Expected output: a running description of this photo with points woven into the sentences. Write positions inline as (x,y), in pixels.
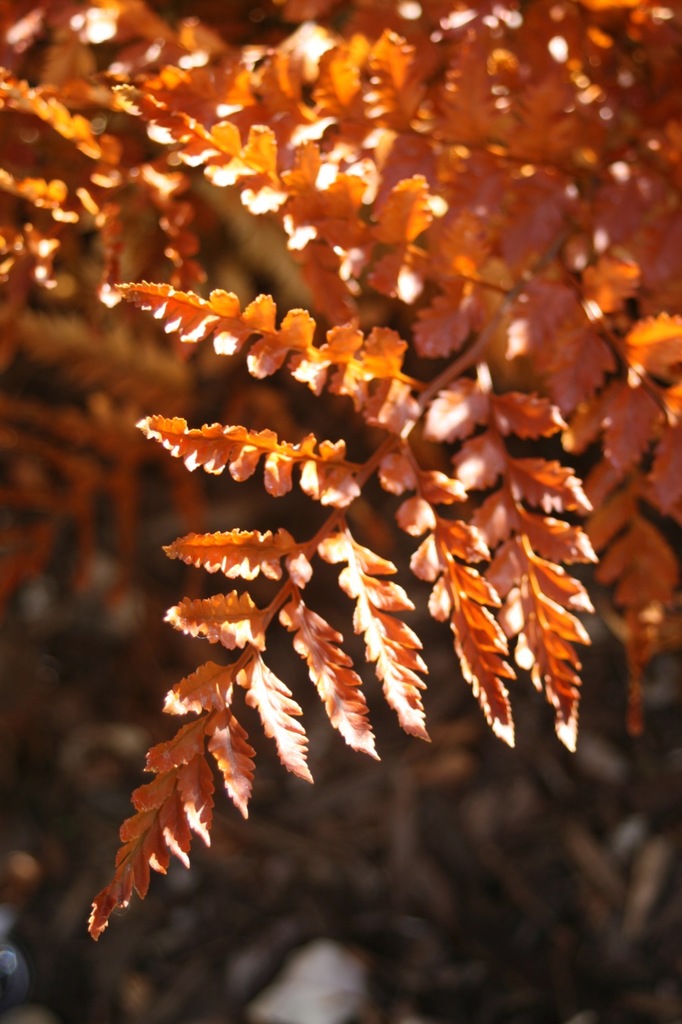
In this image I can see a tree (445,386) which is orange in color. I can see the blurry background (15,774).
